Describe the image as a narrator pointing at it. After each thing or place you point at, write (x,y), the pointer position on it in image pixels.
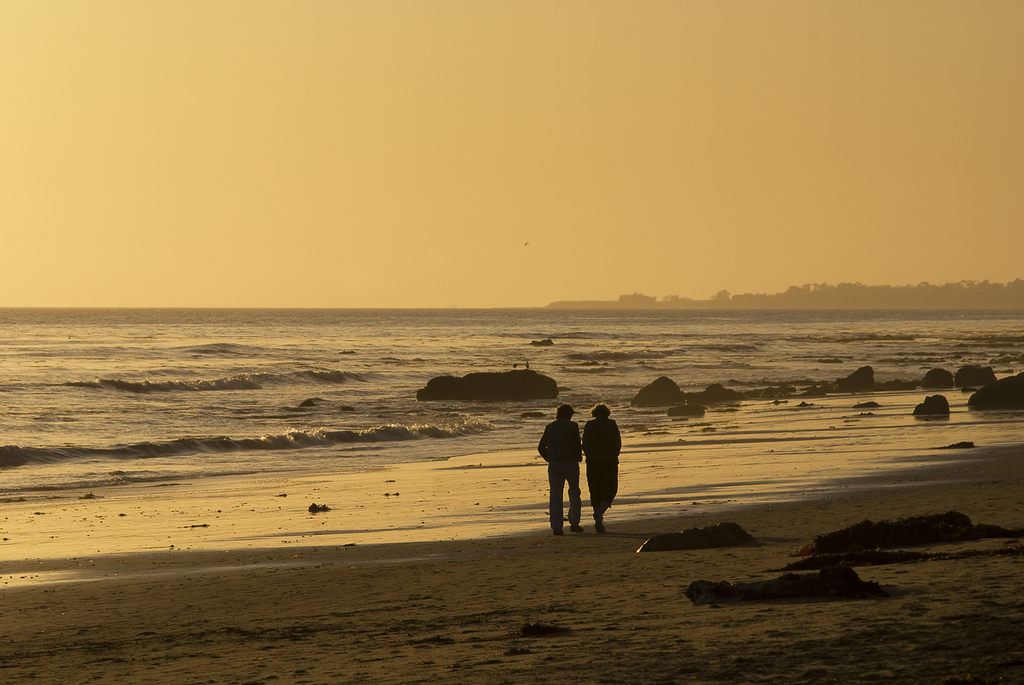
This image is taken outdoors. At the top of the image (436,142) there is a sky (756,189). At the bottom of the image (458,601) there is a ground (557,619) and there are a few rocks (810,569). In the background (915,299) there are a few trees (1007,287). In the middle of the image (432,346) there is a sea (370,383) and two people (573,471) are walking on the ground (707,505).
